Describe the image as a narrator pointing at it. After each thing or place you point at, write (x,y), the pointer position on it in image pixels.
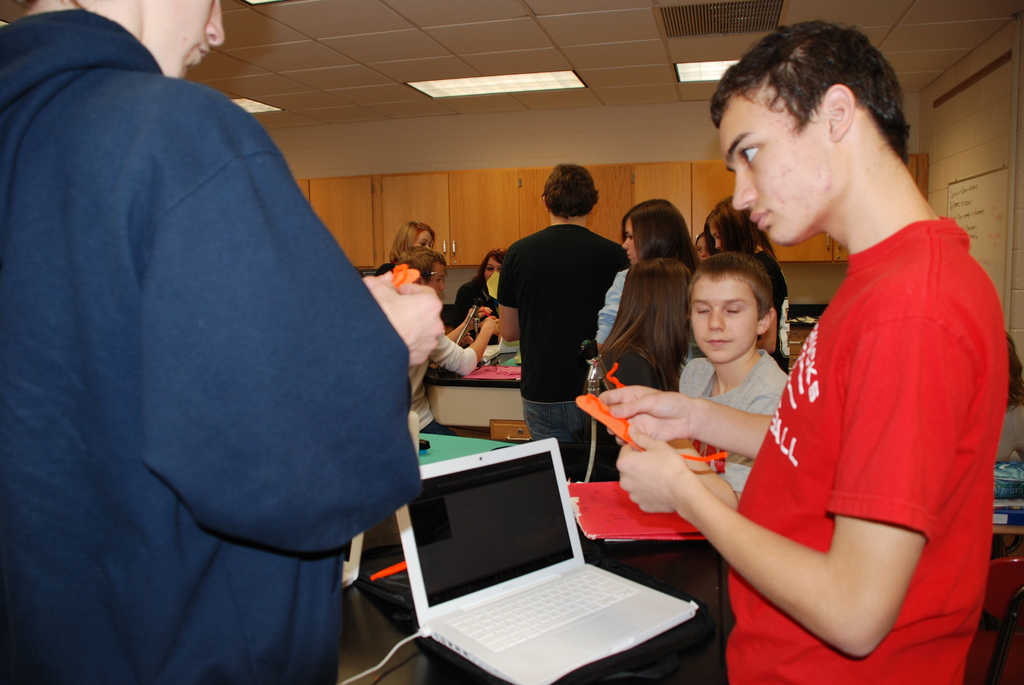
In this picture we can see a group of people (619,272), laptop (537,451), mics (474,320), cupboards (359,205), lights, some objects (432,436) and in the background (487,133) we can see the walls (648,118), ceiling (610,62).
